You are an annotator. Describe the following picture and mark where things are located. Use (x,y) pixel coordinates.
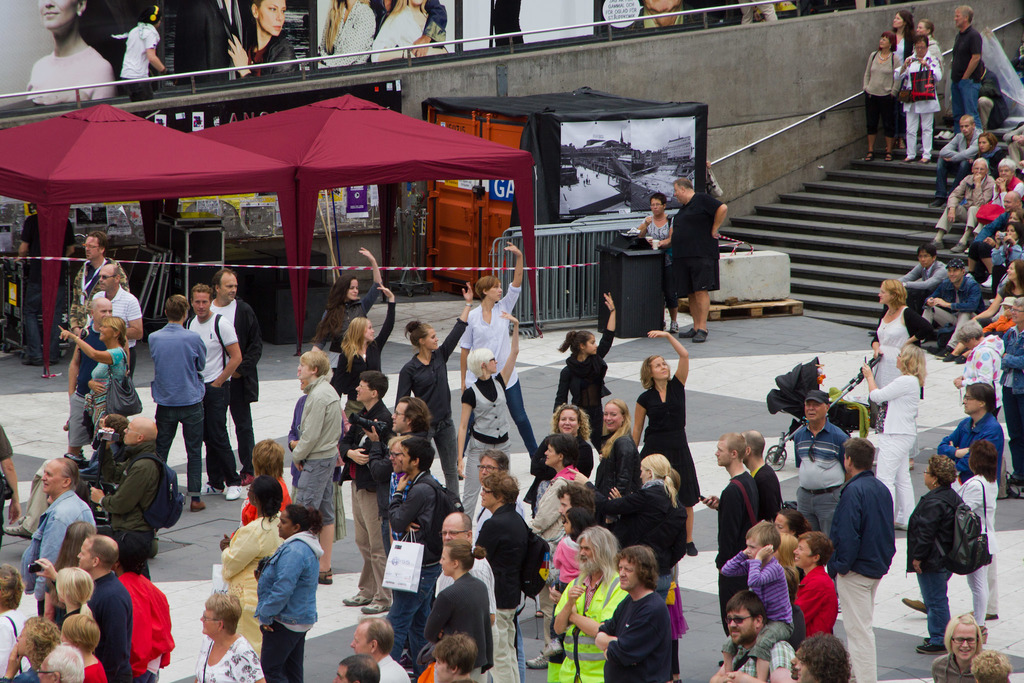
In this picture, we can see a group of people (622,410) standing on the path (911,681) and a woman (877,349) in the white dress (877,375) is holding a stroller (848,391) and some people (966,207) are sitting on the steps (953,229). Behind the people (375,409) there are stalls (162,177), steel barriers (545,276), hoardings (28,36) and other things (757,175).
